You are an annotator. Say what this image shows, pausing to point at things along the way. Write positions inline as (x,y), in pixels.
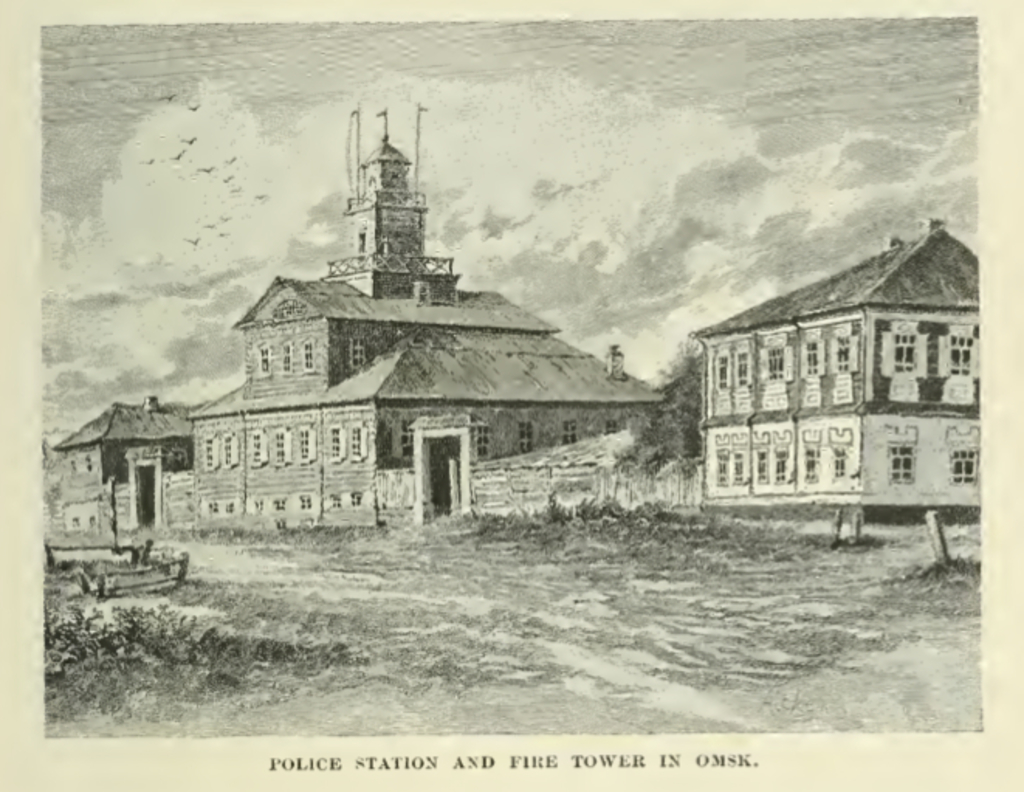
In this image we can see a black and white picture of a group of buildings (758,442), trees (659,445), poles (944,551) and in the background (176,228) we can see the sky (528,271).
